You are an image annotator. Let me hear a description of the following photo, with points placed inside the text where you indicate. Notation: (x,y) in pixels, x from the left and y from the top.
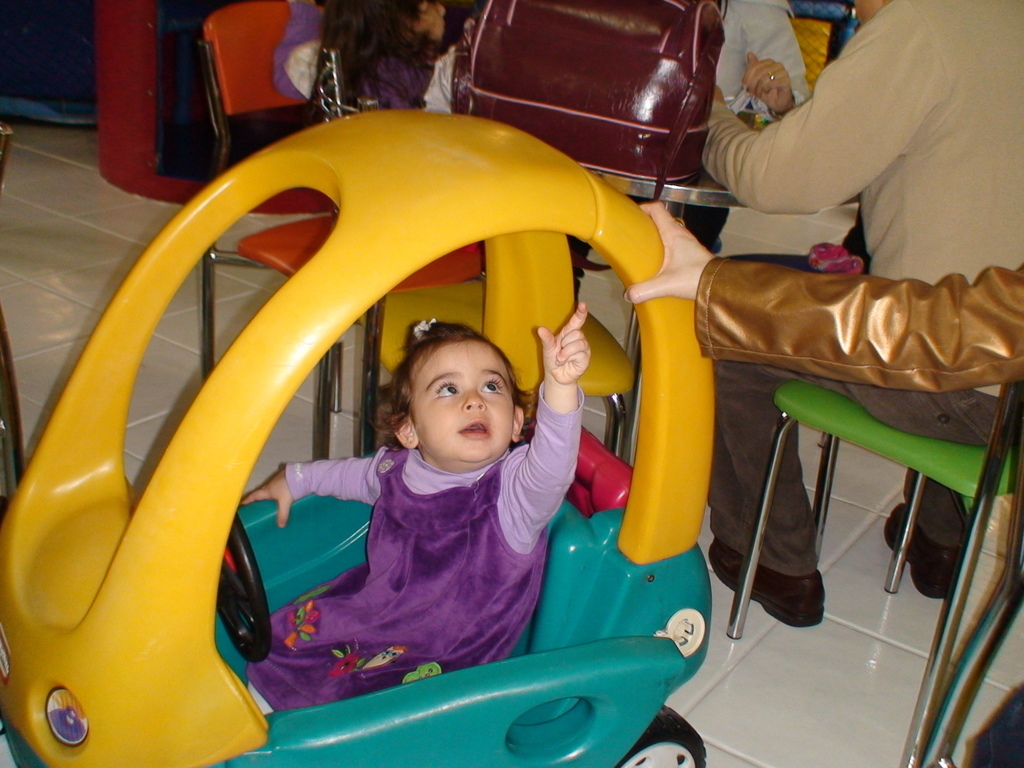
In this image I can see a child (429,564) wearing purple colored dress (453,559) is sitting in a toy car (255,630) which is green, black and yellow in color. I can see few chairs (1007,571), few persons (366,81) sitting on them and a table (727,205) in front of them. On the table (684,187) I can see a bag (659,98) and few other objects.
